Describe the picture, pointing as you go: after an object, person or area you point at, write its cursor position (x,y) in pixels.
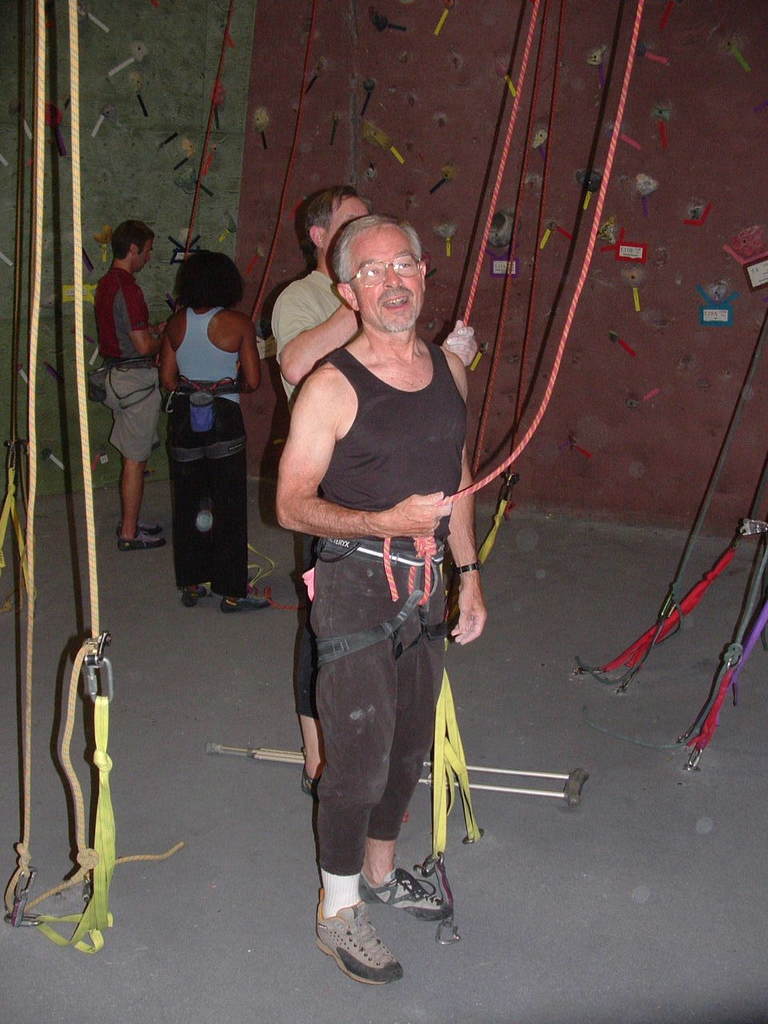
In the picture I can see a person (325,844) wearing black color dress (335,835), shoes (424,896) and spectacles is holding the rope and standing on the floor (456,879). In the background (549,249), we can see three more people (321,291) holding ropes (96,621) and standing on the floor (574,753) and we can see the wall (223,187) and a stick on the floor (481,733).
